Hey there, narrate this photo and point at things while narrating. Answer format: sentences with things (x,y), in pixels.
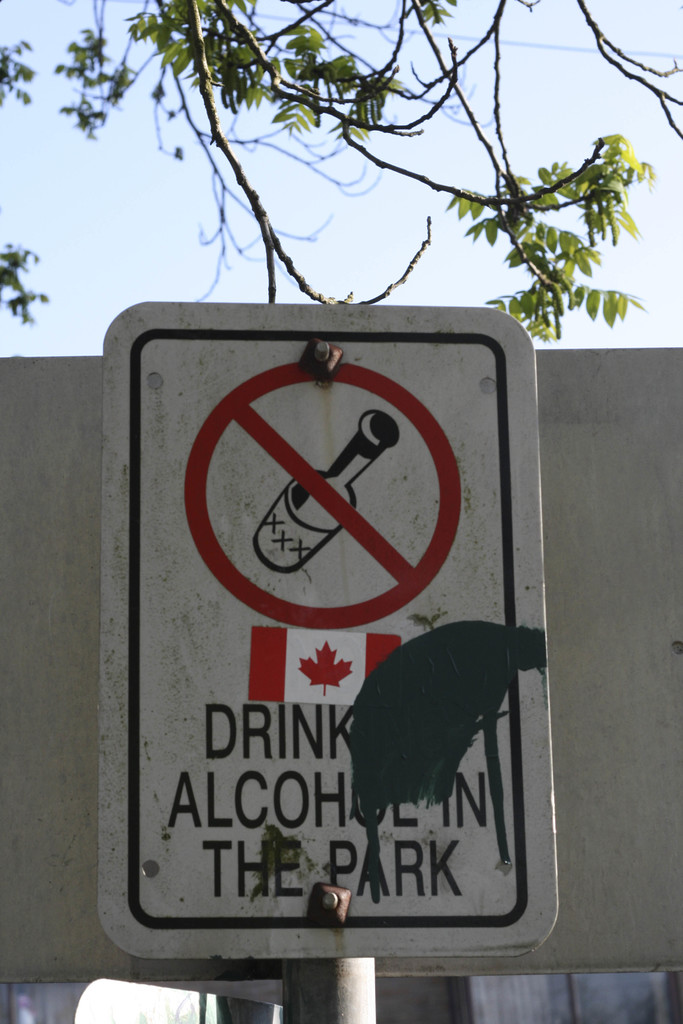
In this image we can see a sign board (252,355), sky (191,180) and trees (384,93).
